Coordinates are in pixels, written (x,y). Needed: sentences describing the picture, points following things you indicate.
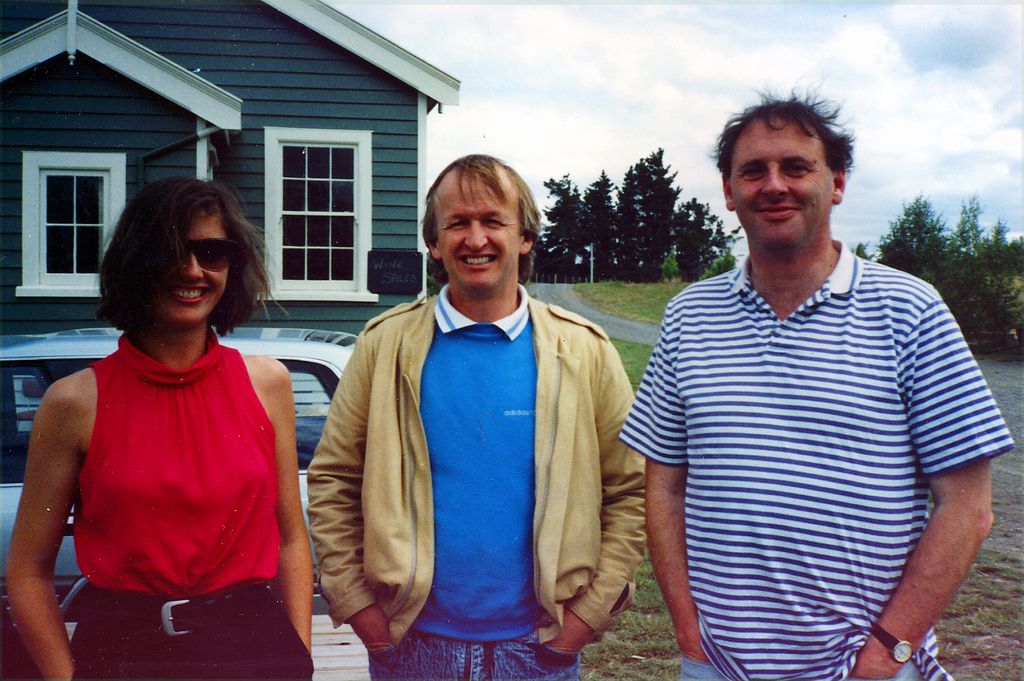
In this image we can see a woman (169,639) and two men (665,451). They are smiling. In the background (357,319) we can see a vehicle (338,361), house (406,99), grass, road (636,320), pole (592,259), plants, trees (685,205), and sky (847,106) with clouds (990,144).
